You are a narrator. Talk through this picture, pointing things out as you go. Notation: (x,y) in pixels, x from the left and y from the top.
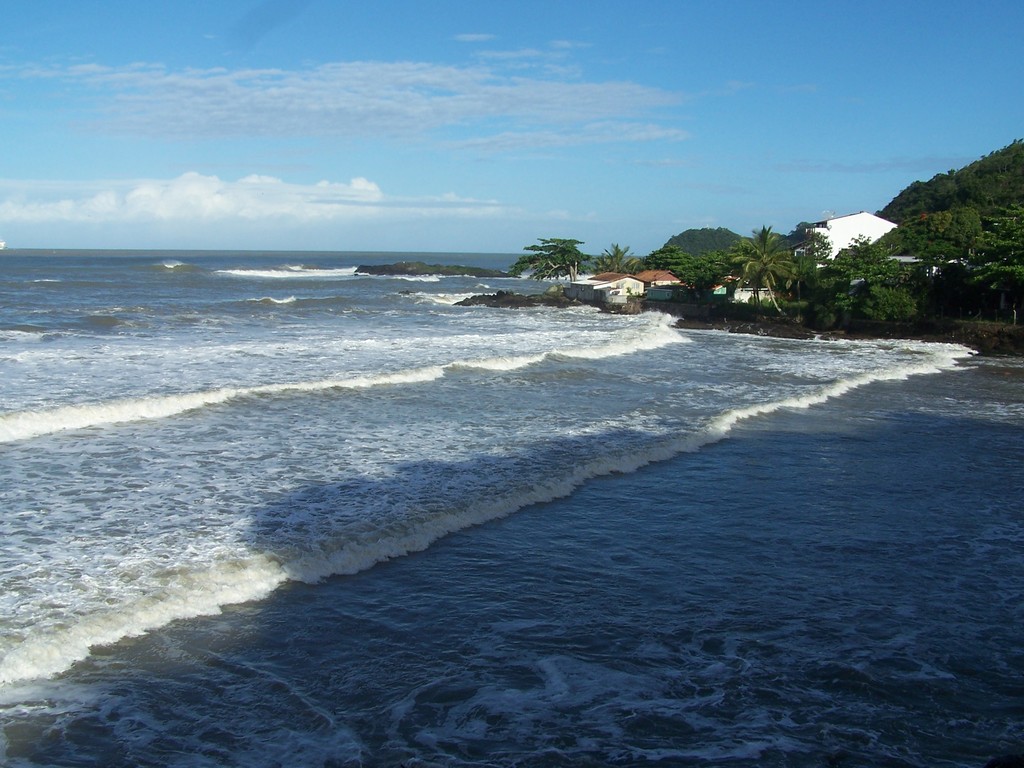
In this image in front (564,386) there is a sea (245,318). In the background (732,268) there are trees (761,255), buildings (629,282) and sky (638,98).
